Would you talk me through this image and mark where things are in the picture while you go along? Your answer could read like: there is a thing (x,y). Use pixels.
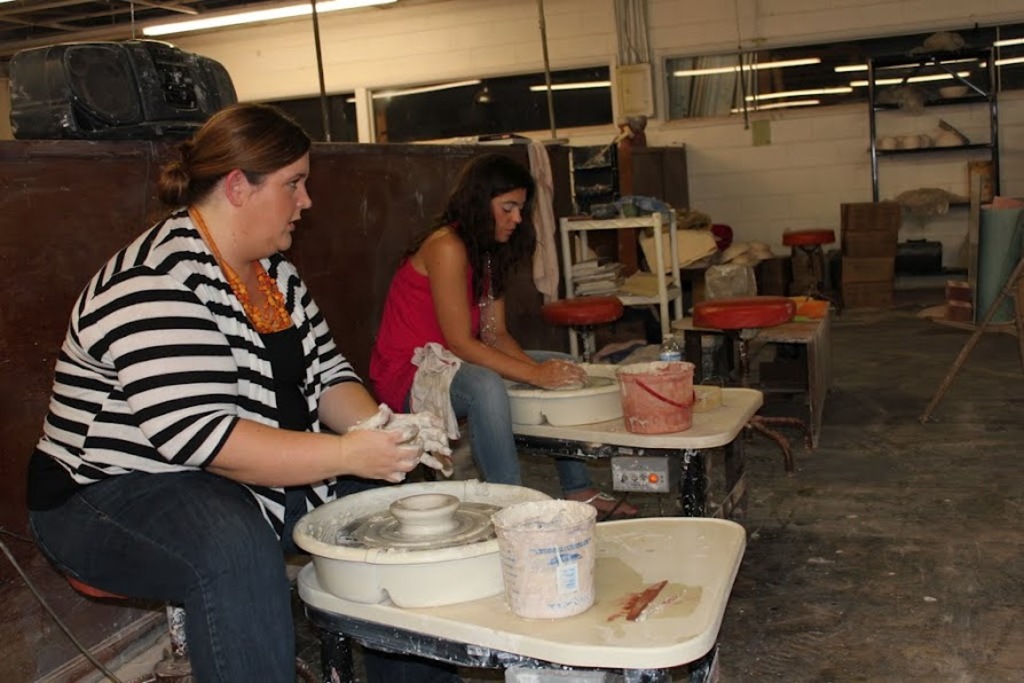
As we can see in the image there is a wall (842,40), two people (262,394) sitting over here and in front of them there is a table (627,564). On table (612,560) there is a bucket (570,583) and tray (419,559).
